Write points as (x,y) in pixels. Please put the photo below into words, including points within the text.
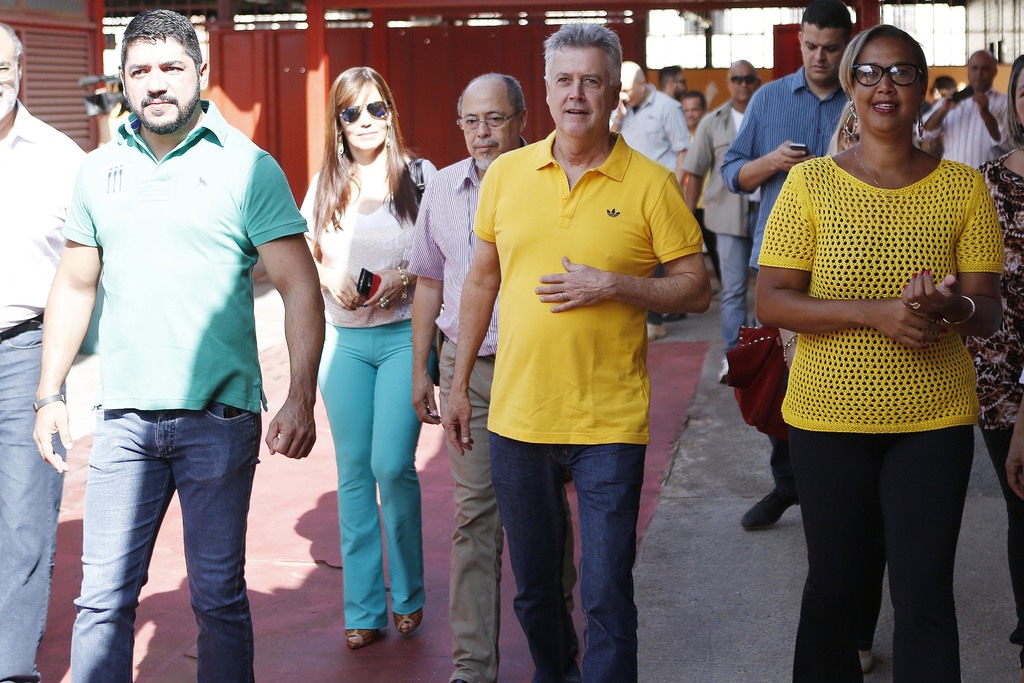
In this image I see number of people (778,101) who are on the path (712,641) and I see the red color carpet (676,402) over here and I see the fencing (315,146) in the background (274,31).
